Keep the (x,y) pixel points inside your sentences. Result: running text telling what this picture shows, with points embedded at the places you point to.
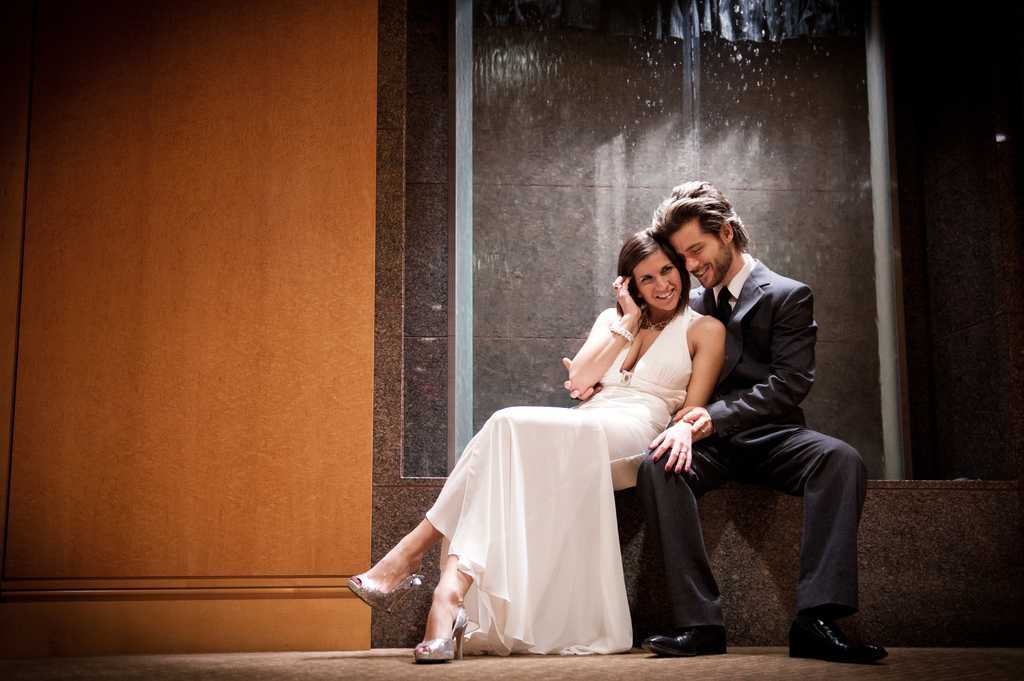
These two people (740,460) are sitting and smiling. This woman (657,299) wore white dress (641,373) and this man (710,239) wore a black suit (793,386). Background (649,85) there is a wall (480,244).
